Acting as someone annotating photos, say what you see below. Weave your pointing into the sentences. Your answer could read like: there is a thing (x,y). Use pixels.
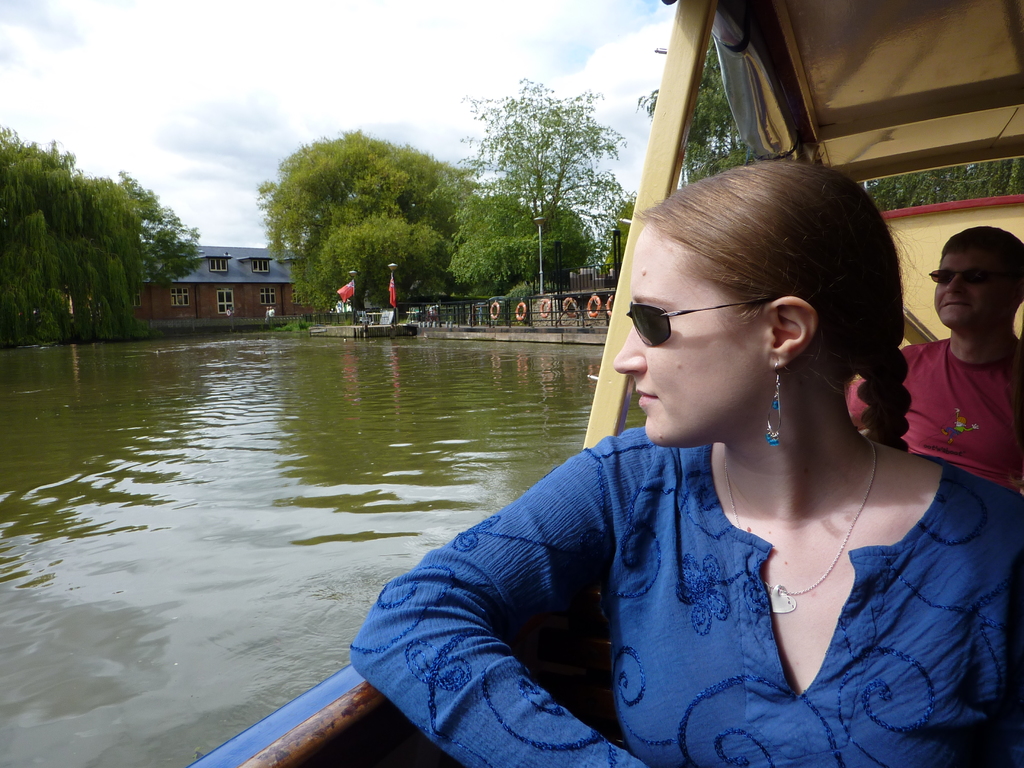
In this picture there is a woman (771,278) who is wearing goggles (648,306) and blue dress (727,738). Behind her there is a man (994,394) who is wearing goggles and t-shirts (994,394). Both of them are sitting on the boat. In the background (418,311) I can see the fencing (601,298), flags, poles (559,259) and building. On the left (162,432) I can see the lake (228,436). At the top (278,54) I can see the sky (273,29) and clouds (235,34).
